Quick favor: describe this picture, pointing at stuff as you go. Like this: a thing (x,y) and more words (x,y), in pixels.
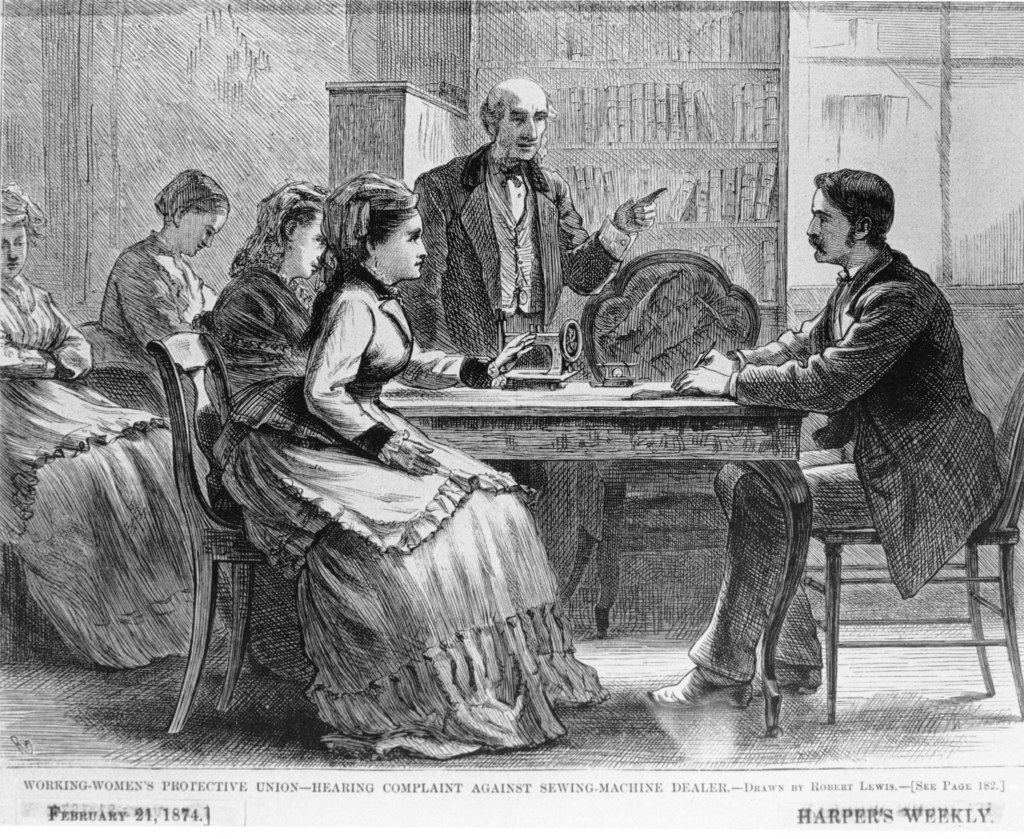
This image consists of a poster (272,682) with a few images (413,620) and a text (878,789) on it. In the middle of the image (640,410) there is a table (590,384) with a few things (623,369) on it and a man (521,105) is standing on the floor (613,703). On the right side of the image (903,353) a man (903,336) is sitting on the chair (858,523) and he is writing on the paper (650,392) with a pen (693,366). On the left side of the image (323,390) a few women (161,293) are sitting on the chairs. In the background (649,91) there is a cupboard (707,78) with a few shelves (678,67) and many books (727,255) on it.
